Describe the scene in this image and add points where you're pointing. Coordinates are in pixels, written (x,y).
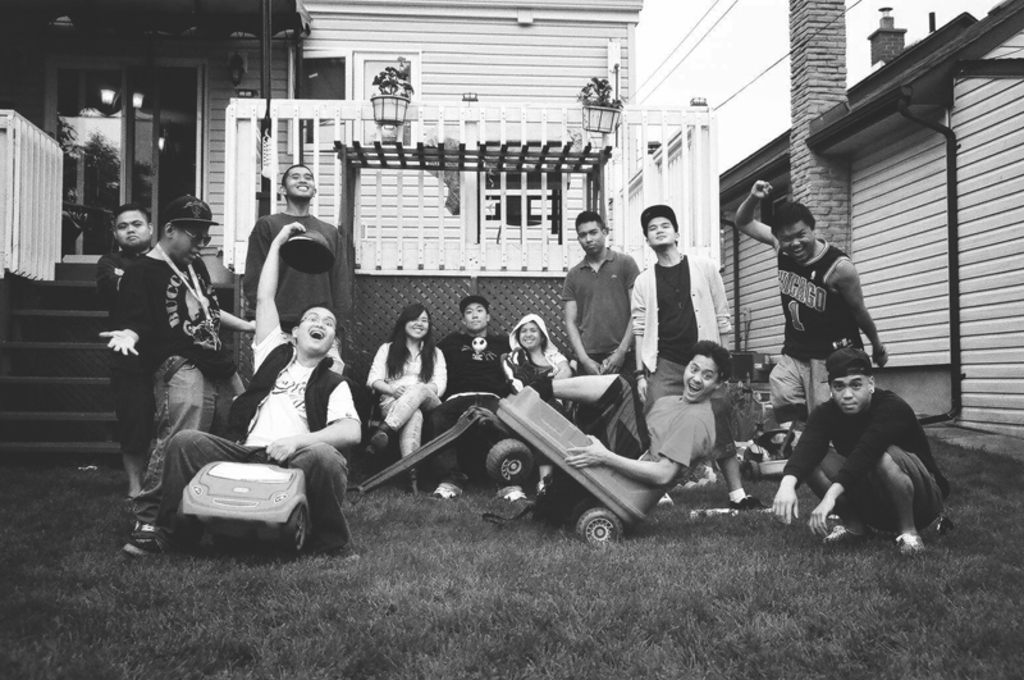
In this image I can see the group of people (172,378) with dresses (327,373) and few people (649,397) with caps (310,263). I can see the toy vehicles (221,510) on the grass (500,584). In the background (119,174) I can see the building (167,162) and there are flower pots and the stairs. And this is a black and white image.
